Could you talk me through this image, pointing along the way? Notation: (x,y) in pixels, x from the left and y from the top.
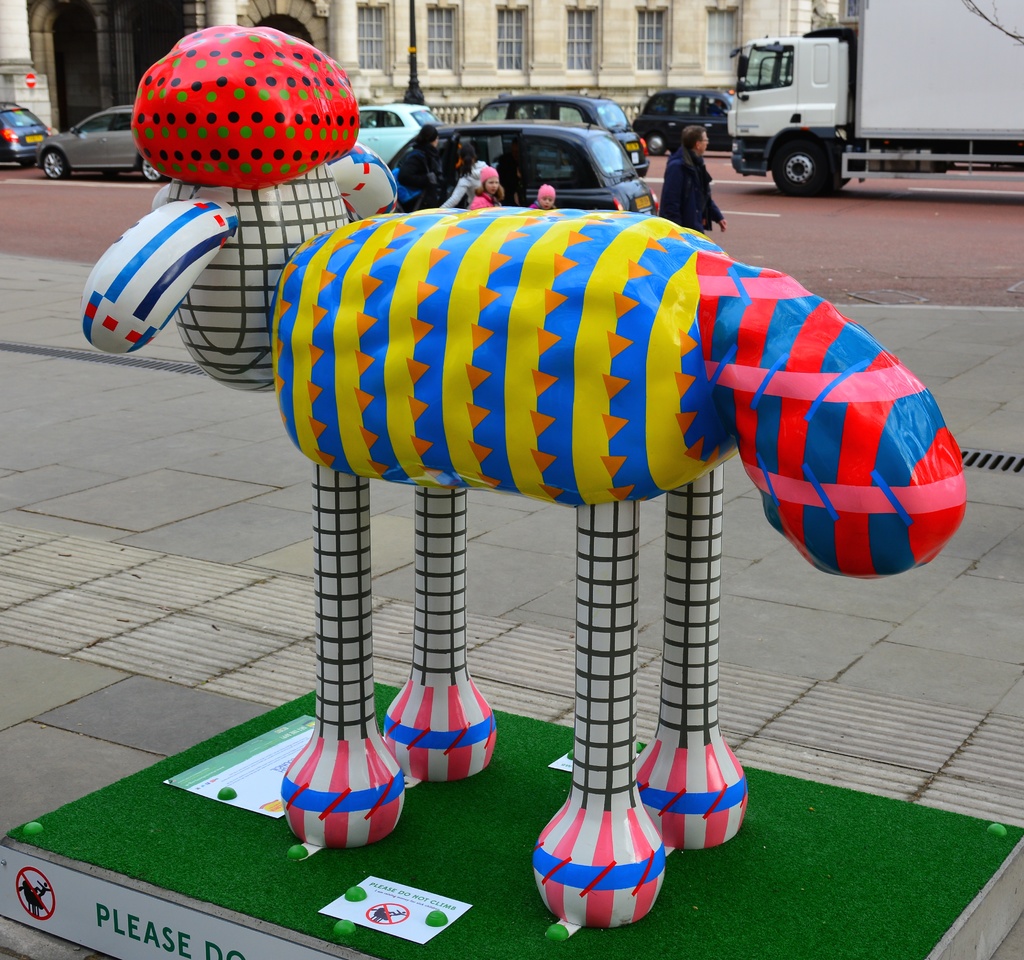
In this image there is a sculpture (368,581) on the floor (162,681). There are boards (237,758) near the sculpture (314,844). Behind the sculpture (655,252) there are vehicles (767,155) moving on the road (718,156). There are a few people (665,214) walking on the walkway (937,372). In the background (407,21) there are buildings (407,21) and a pole (415,62).
